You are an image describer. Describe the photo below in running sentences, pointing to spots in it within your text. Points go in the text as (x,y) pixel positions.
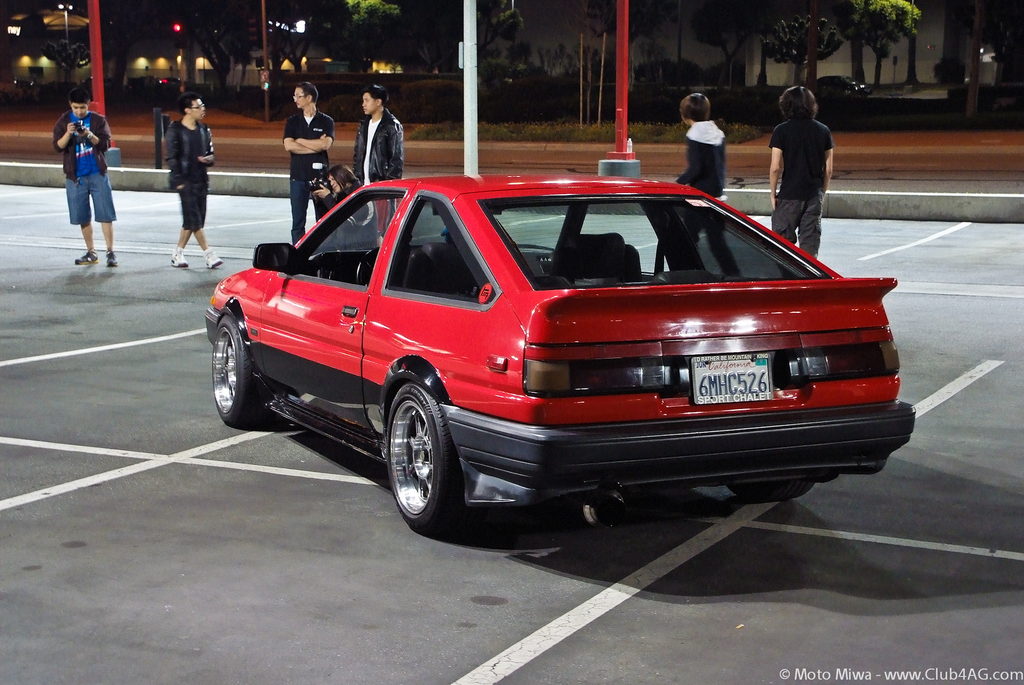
This picture shows a red color car (423,325) and we see few people (209,160) standing and we see poles (811,86) and few buildings (921,55) and trees (1018,66) and we see another car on the side.
